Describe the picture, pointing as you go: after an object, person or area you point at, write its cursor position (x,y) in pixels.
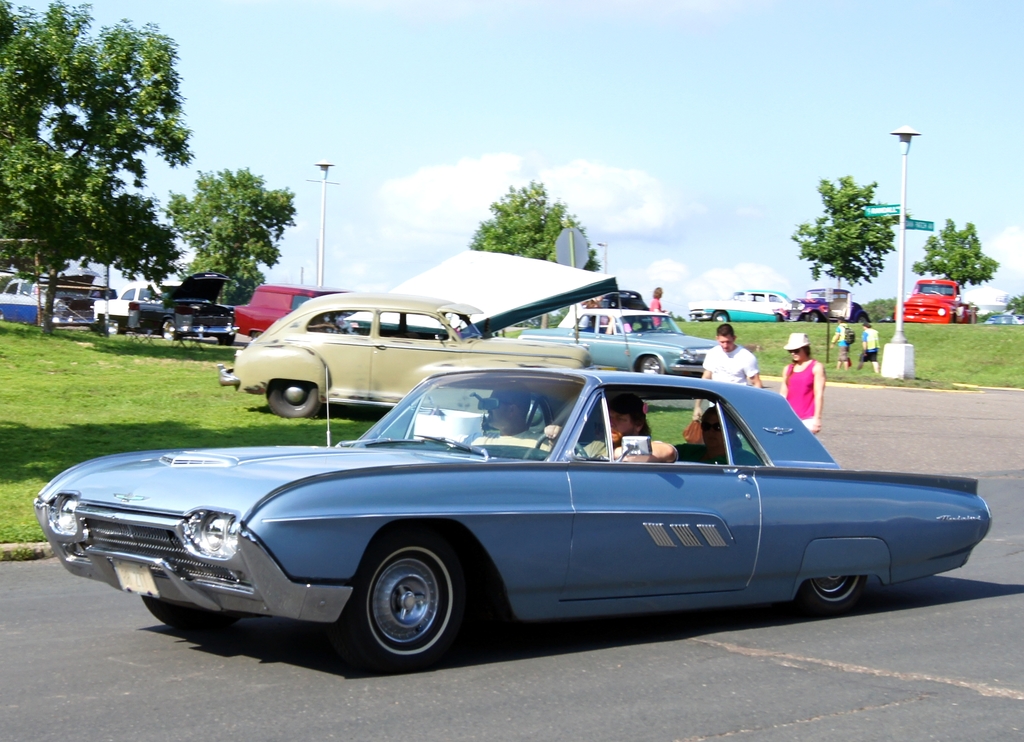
In this image I can see a car (584,539) which is blue in color on the road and I can see few persons (527,432) in the car (589,435). In the background (464,352) I can see few other cars (336,290) on the ground (50,415), few other persons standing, some grass (49,398) on the ground (205,396), few poles (902,285), few boards (893,211) to the poles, few trees (950,234) which are green in color and the sky (521,109).
